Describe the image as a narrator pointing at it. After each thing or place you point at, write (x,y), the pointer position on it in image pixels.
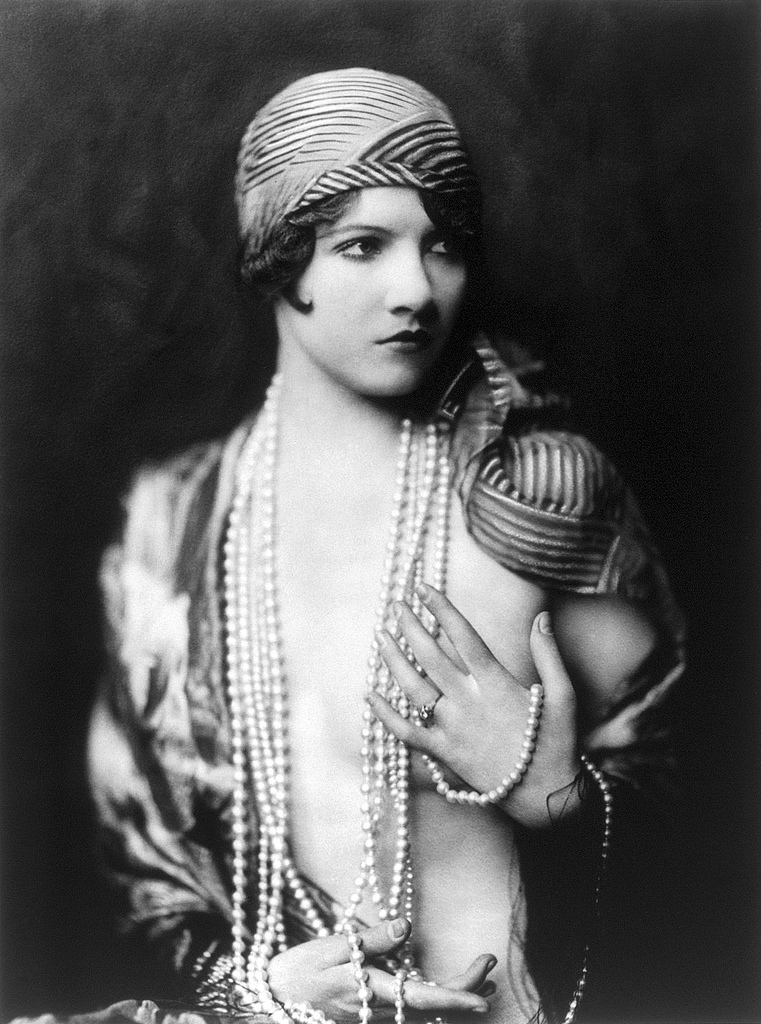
This is a black and white picture. In this picture we can see a person (389,778) wearing pearl jewellery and giving a pose.
